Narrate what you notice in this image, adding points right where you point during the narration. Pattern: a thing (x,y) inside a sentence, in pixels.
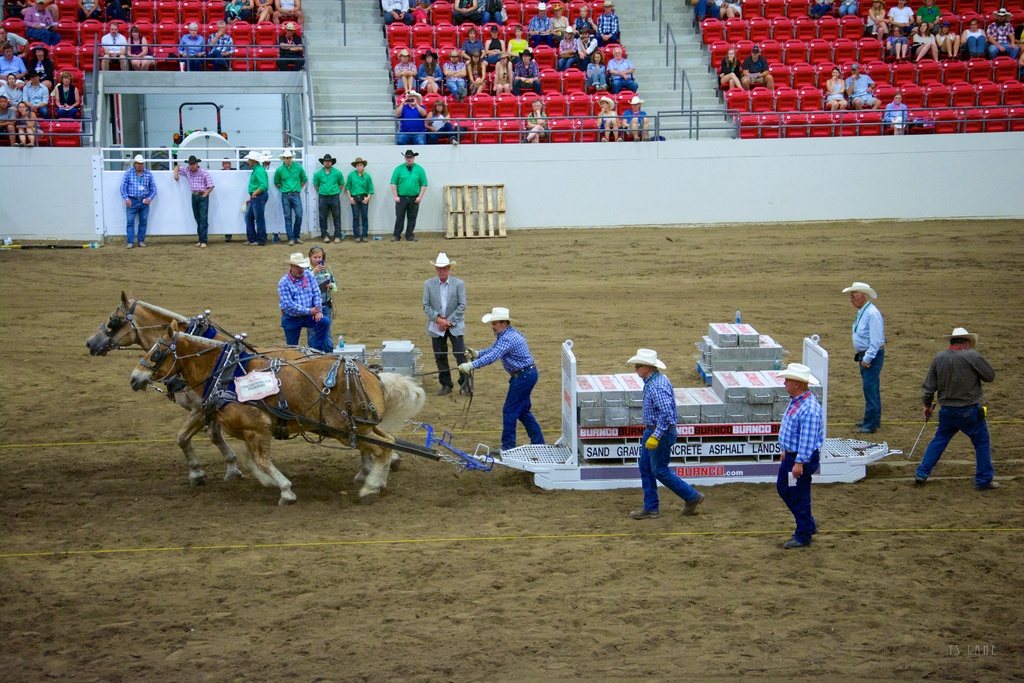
In the image we can see there is a horse cart (693,443) and there are boxes (594,398) kept in the cart (625,483). There are people (680,479) standing and they are wearing hats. There are other people (303,188) standing on the ground (450,588) and they are wearing hats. Behind there are spectators (500,82) sitting on the chairs (522,13).
